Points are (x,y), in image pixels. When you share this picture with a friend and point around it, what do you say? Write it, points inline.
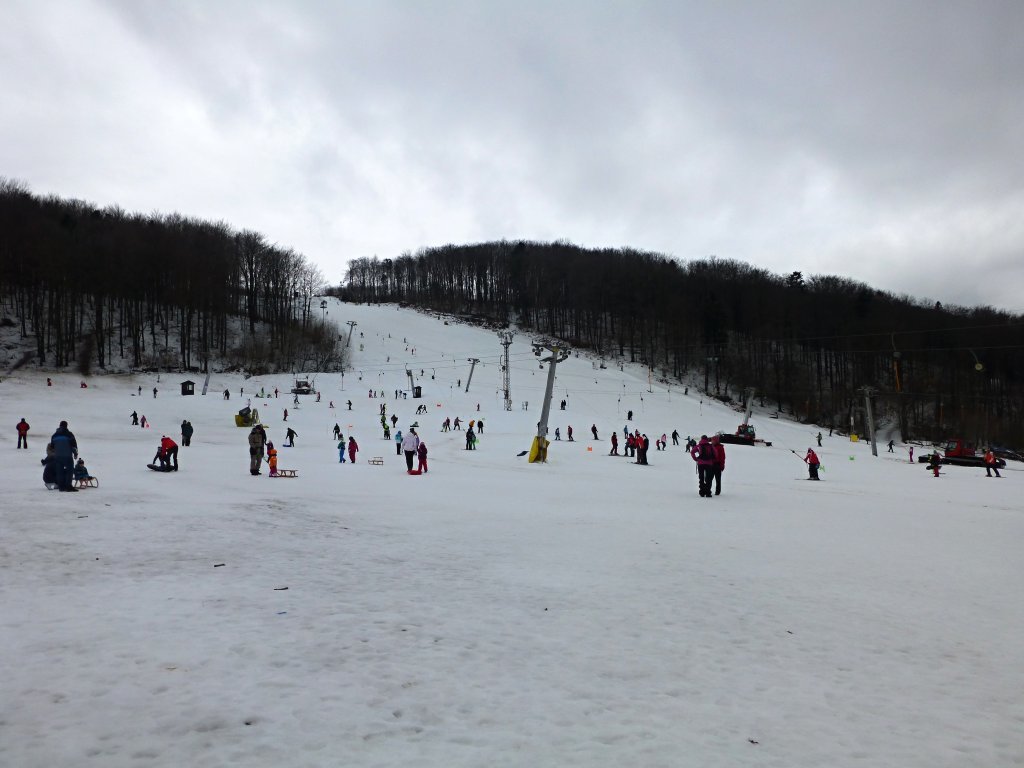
In this image, I can see few people (169,449) standing and few people (86,481) sitting in the snow vehicles (158,467). These are the current poles (471,364). I can see the trees (793,371). This looks like a snowy mountain (463,452).
